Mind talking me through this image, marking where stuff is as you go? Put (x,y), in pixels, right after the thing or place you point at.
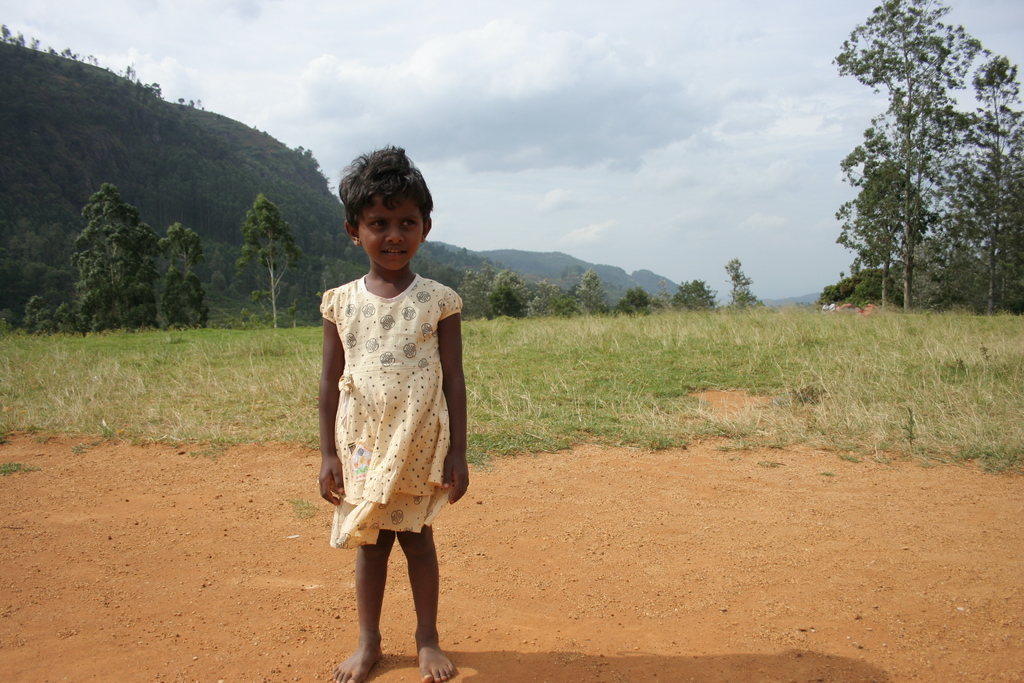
In the picture we can see a girl child (326,356) standing on the mud path (630,506) and behind her we can see a grass surface (499,434) and far away from it we can see trees (984,269), hills (17,120) and sky (627,158) with clouds (649,145).
